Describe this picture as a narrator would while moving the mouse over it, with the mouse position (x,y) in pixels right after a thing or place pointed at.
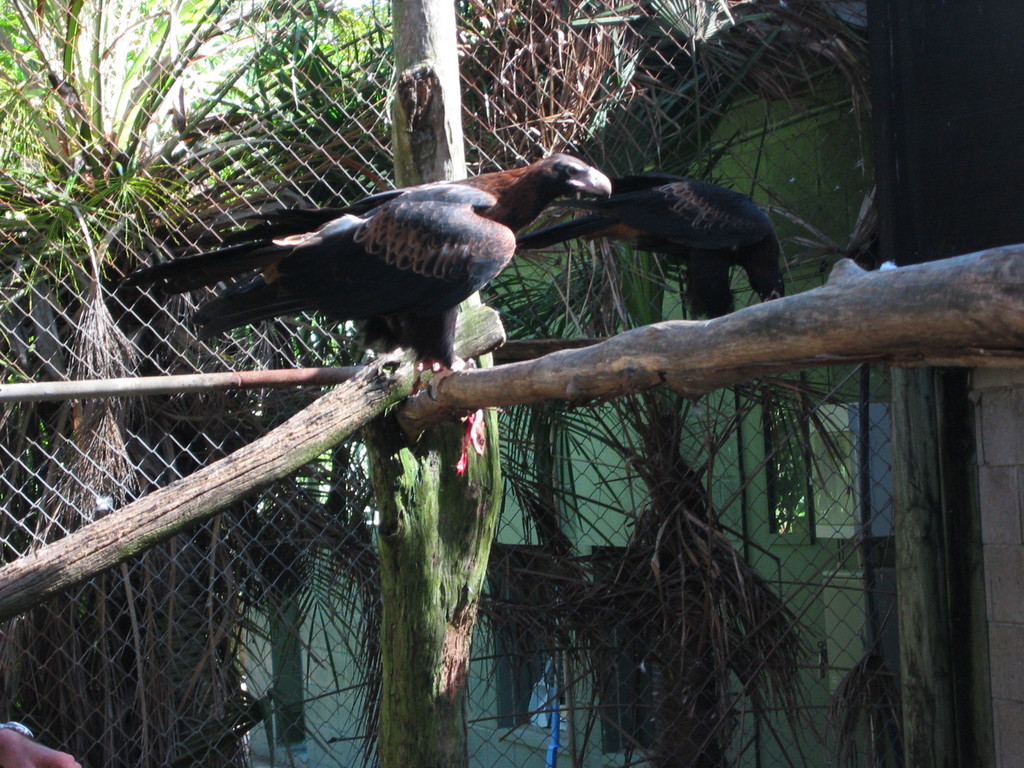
In this image I can see few wooden poles (381,393) and on it I can see two black colour birds (443,300). In the background (752,437) I can see the fencing (589,122), a building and number of trees (107,235). On the bottom left corner of the image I can see a hand (16,738) of a person (38,754).
